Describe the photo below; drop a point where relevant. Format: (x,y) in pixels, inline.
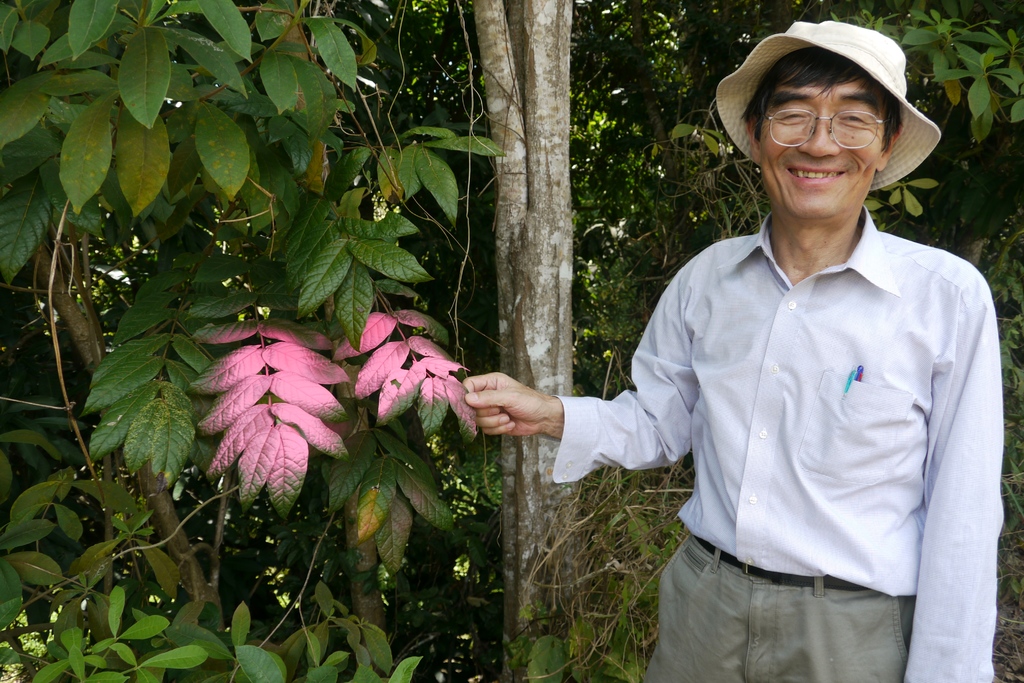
In this image I can see a person (778,271) standing and holding a leaf (474,416). He is wearing white, ash color dress (837,408) and a cap (881,45). I can see few green trees (254,168) and pink leaves (294,387).
